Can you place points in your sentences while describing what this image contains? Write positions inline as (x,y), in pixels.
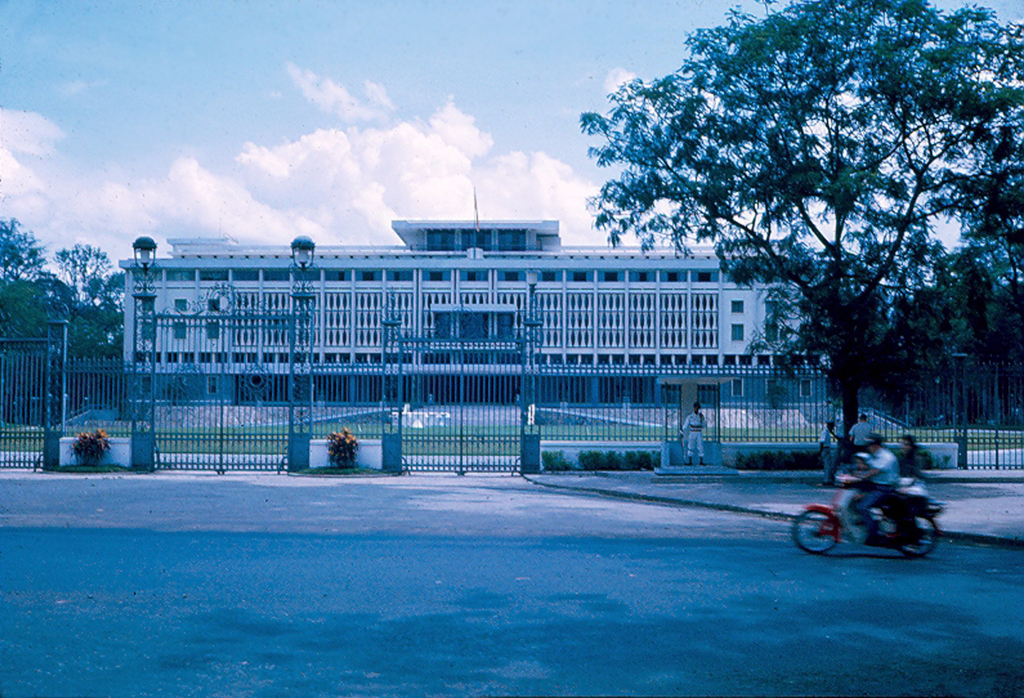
In this image we can see the building (494,289). We can also see the trees (79,338), lights (152,263), railing (823,377), gates (995,378) and also the plants (95,447). We can also see the people (825,443). On the right (852,505) we can see a vehicle (896,525) passing on the road (500,573). We can also see the sky (276,128) with the clouds (421,138).
